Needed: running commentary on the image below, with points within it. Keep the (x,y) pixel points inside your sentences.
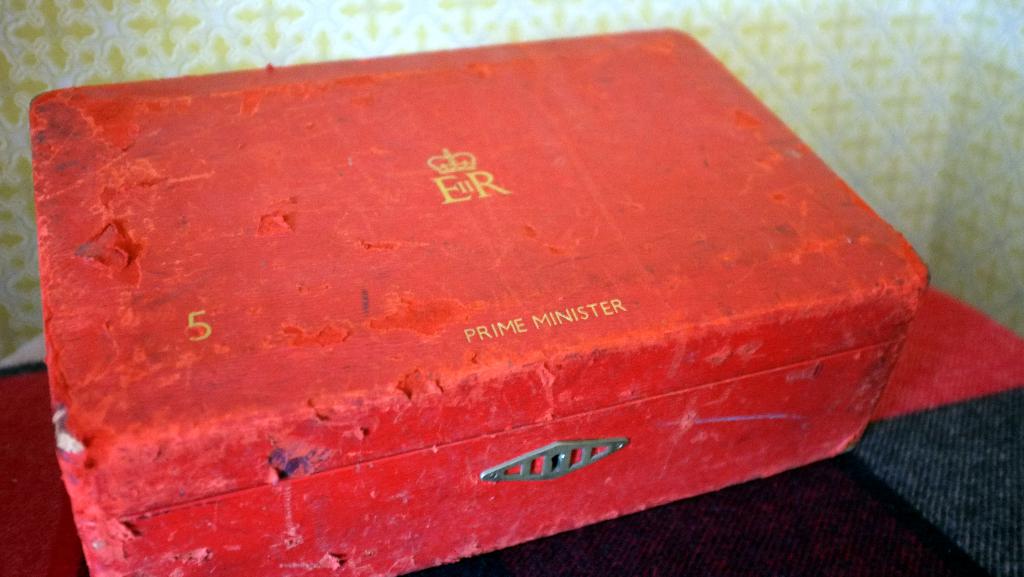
In this image, we can see a red color box (479,218) and there is some text (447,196) and a logo (444,195) on it. In the background (876,92), there is a wall (917,197) and at the bottom (777,524), there is a table (740,538).
